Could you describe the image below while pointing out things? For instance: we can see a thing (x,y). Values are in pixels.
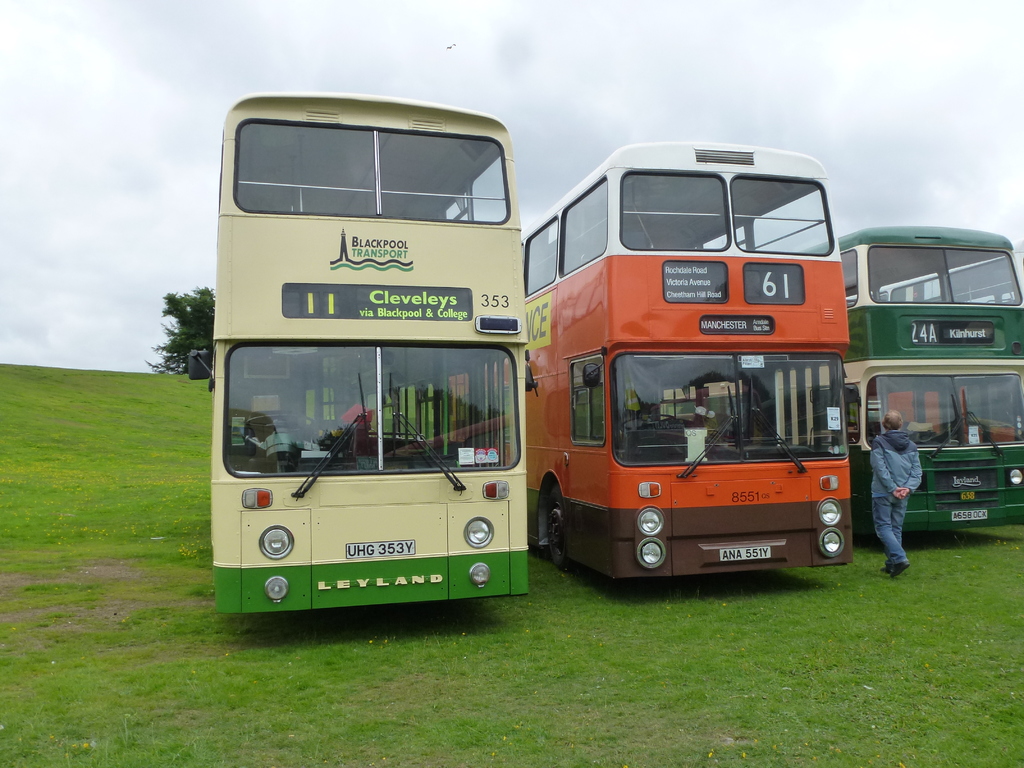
In this image we can see buses (642,351) on the ground (700,651), a person (875,468) standing near buses (863,523) and there is a tree (179,320) and the sky (172,125) with clouds (938,108) in the background (630,100).
